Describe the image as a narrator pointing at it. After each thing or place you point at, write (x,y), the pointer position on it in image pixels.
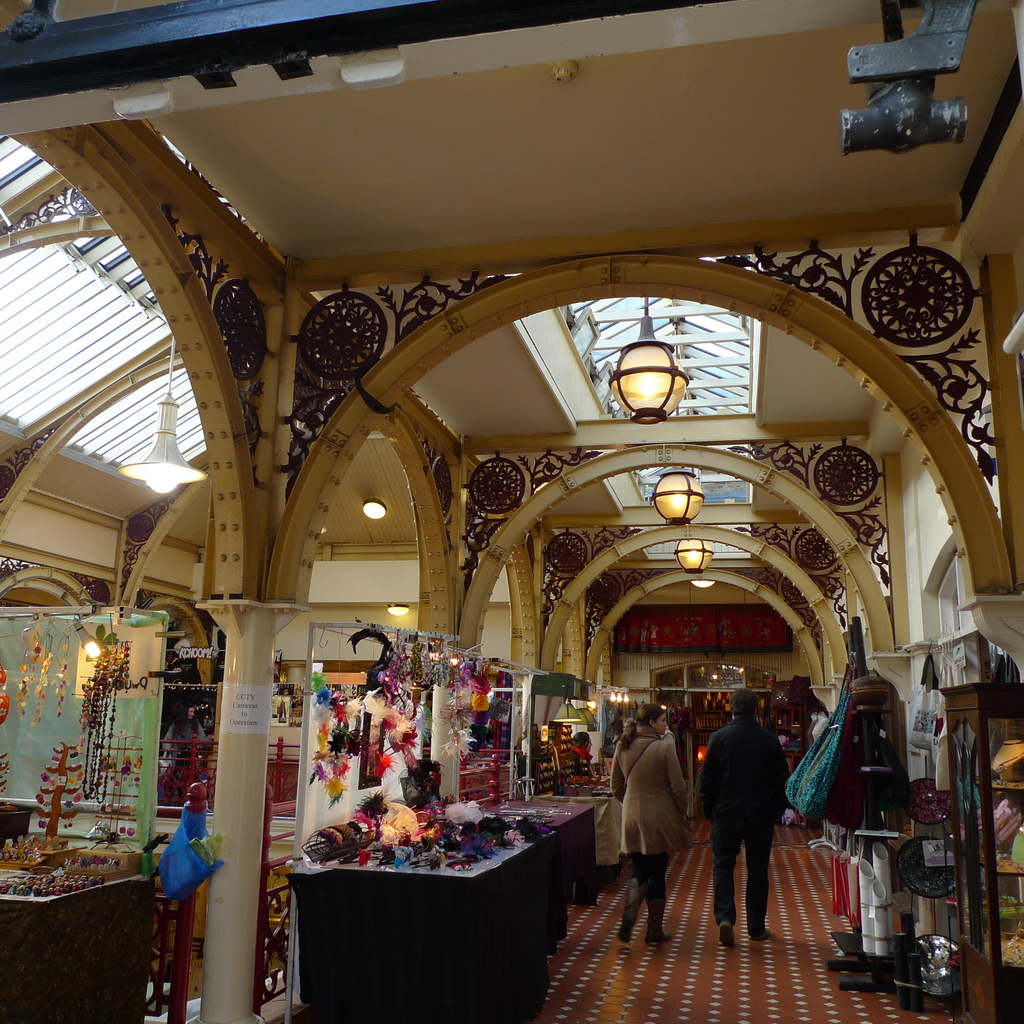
In this image I can see men (754,818) and women (641,825) walking. Some objects (842,814) are hanged to the wall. This is the lighting lamp (653,378) which is hanged to the roof top (653,303). I can see a pillar (245,807). I think these are the stalls (415,901) where some objects (415,863) are placed. This is a kind of arch (919,424) with a traditional metal work (769,271).
